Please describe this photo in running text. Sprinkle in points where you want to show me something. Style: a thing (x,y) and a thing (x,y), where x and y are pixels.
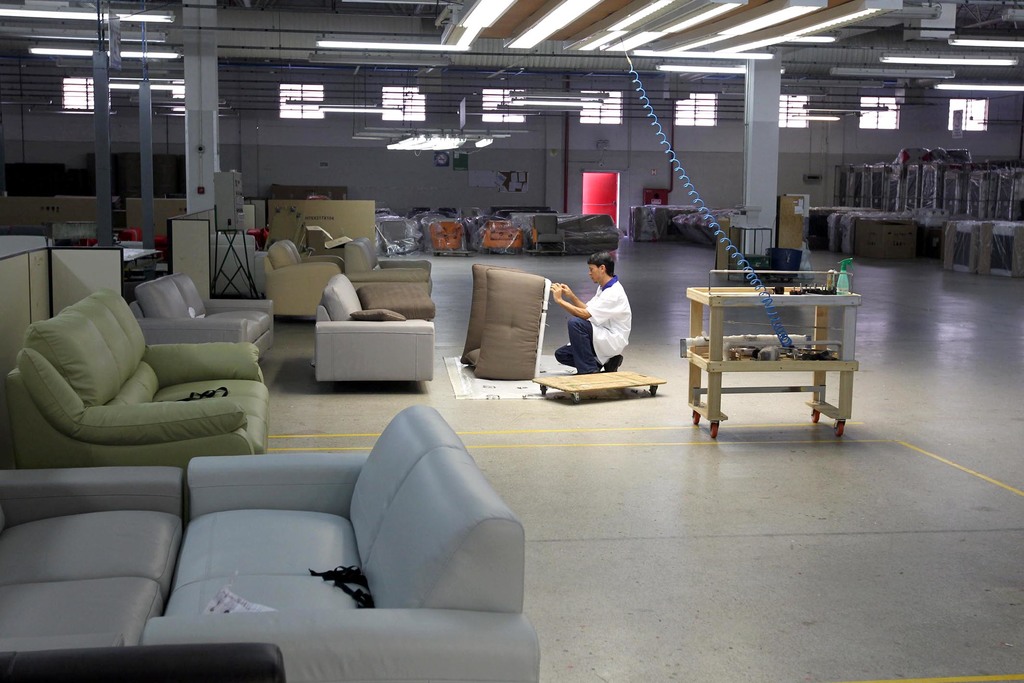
This image is clicked in a room (535,536). There are sofas (415,560), there are lights (48,13) on the top (792,34). There is a person (621,330) in the middle (621,317) who is holding the sofa (519,307). There is a table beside him. Sofas (440,448) are of different color. There is a door (616,187) in the back side (597,201).
